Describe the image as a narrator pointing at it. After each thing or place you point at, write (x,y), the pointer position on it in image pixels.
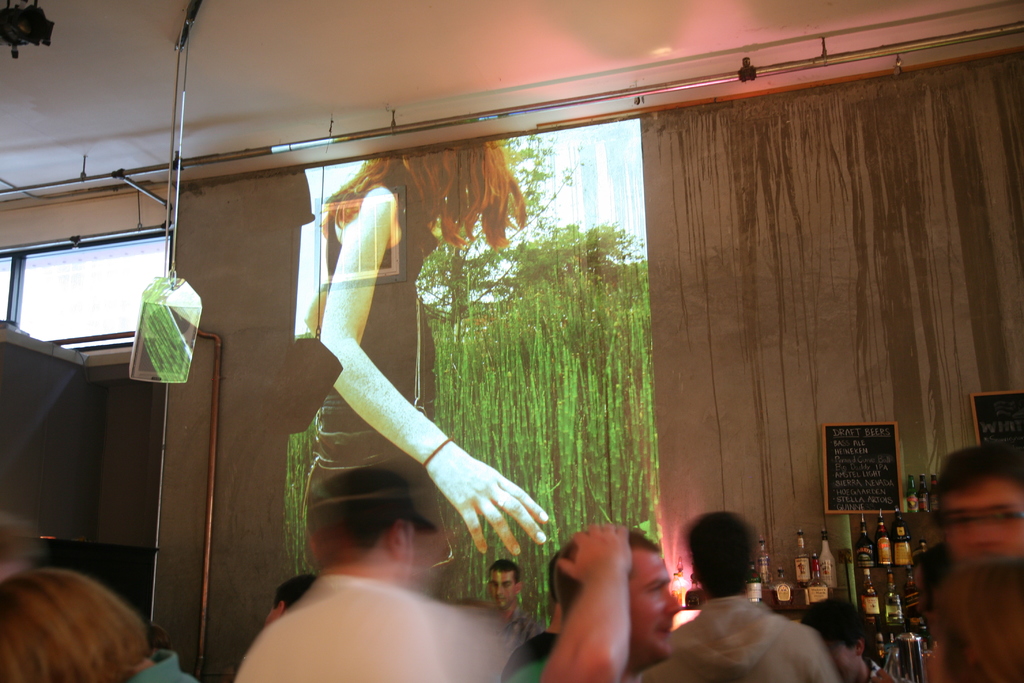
In the image we can see a projected screen (508,317) and many people (595,622) around. These are the bottles (830,554) and a blackboard (851,455).
